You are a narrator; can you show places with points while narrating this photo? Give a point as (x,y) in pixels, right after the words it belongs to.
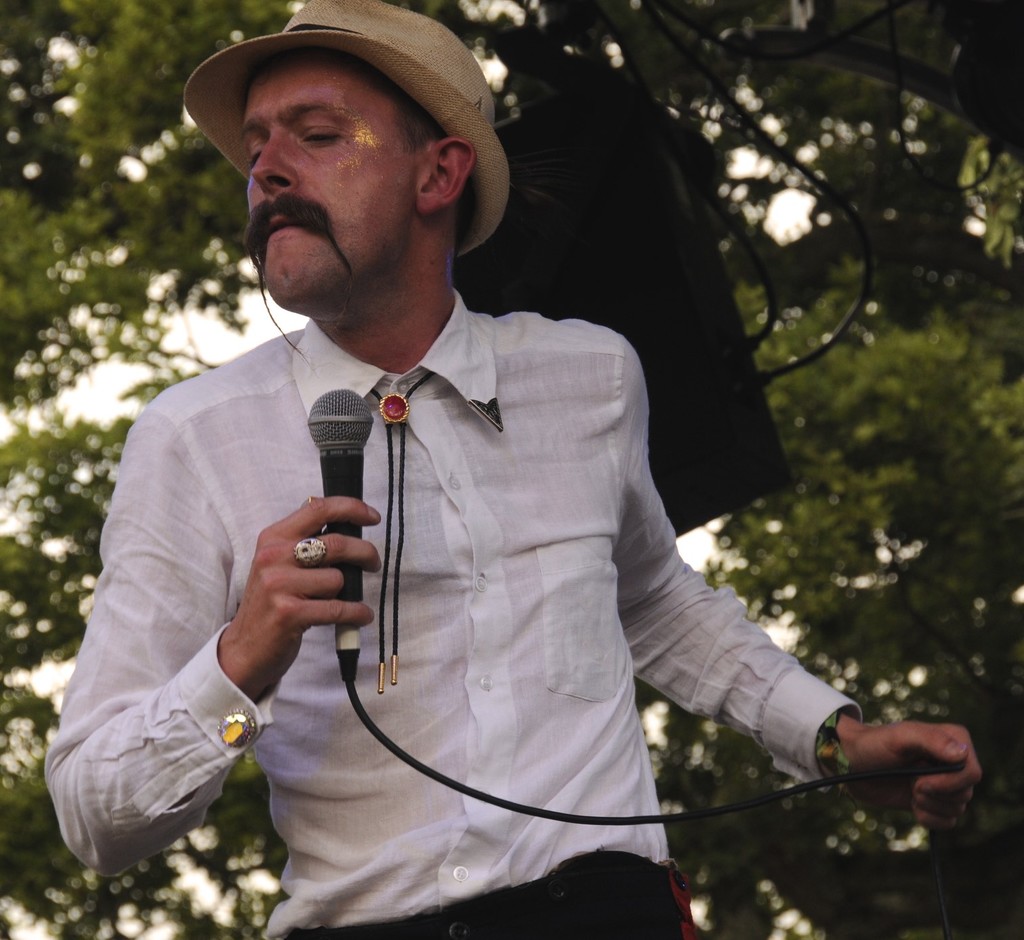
In this image i can see a person (235,413) wearing a white color shirt (237,475), holding a mike (336,449) on his hand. And wearing a cap (407,91) on his head (389,90) back side of him there is a tree (949,382).
